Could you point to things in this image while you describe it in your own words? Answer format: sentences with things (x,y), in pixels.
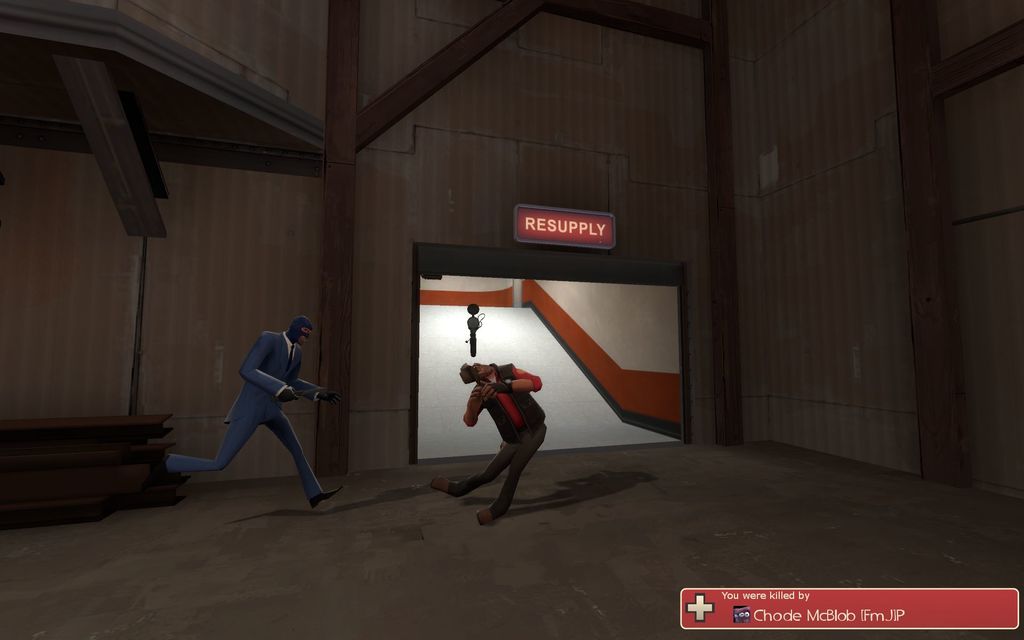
In this image, we can see depiction of persons (266,395). There is a wooden wall (358,241) and board (518,221) in the middle of the image (480,223). There is a rail scrap (135,441) in the bottom left of the image (97,484). There is a text (872,618) in the bottom right of the image (875,597).
